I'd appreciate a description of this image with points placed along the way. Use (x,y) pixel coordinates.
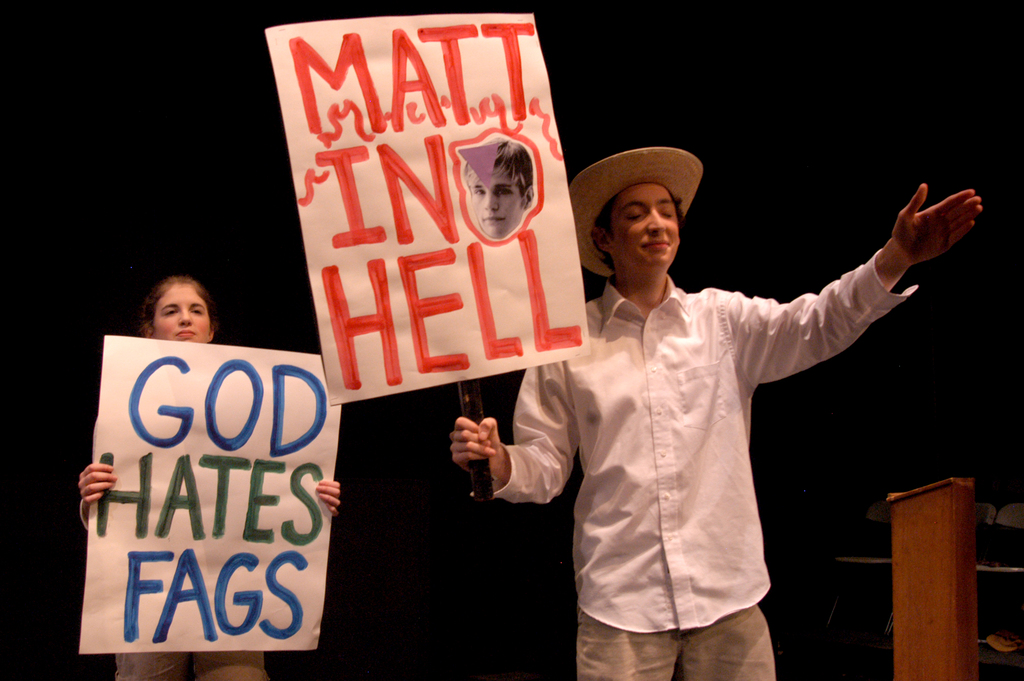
In this picture we can see a man (539,393) and a woman (179,657) holding banners (141,343) with their hands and standing and in the background (448,680) it is dark.
